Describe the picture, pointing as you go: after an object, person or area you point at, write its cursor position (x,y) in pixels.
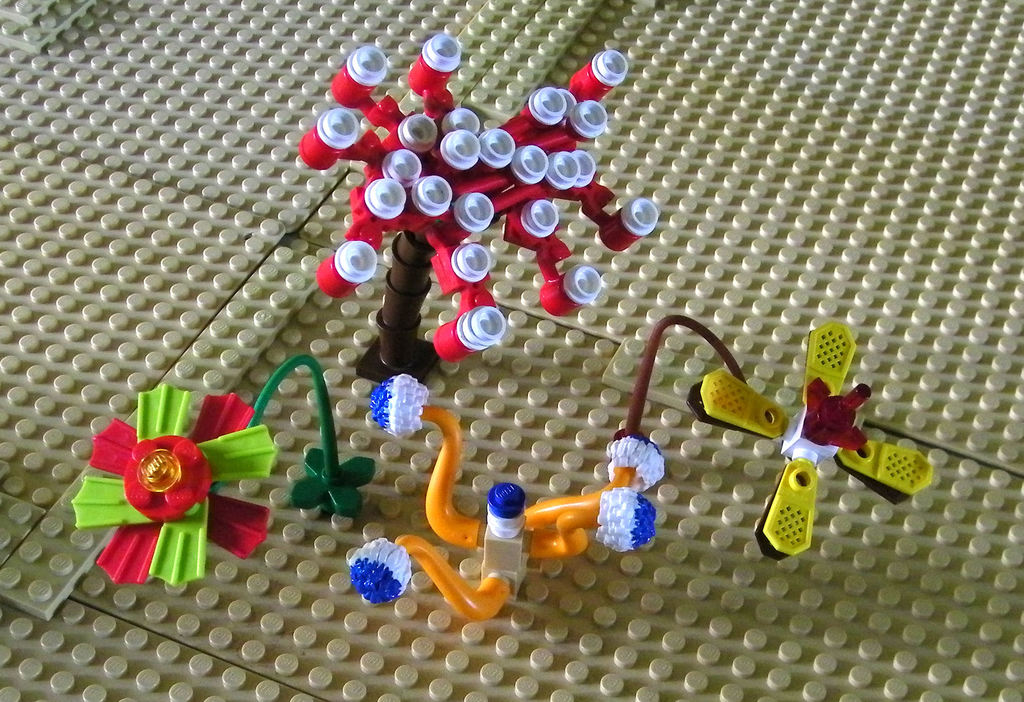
Here we can see Lego toys (475,161) which are like tree (430,190), flower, fan (728,400) and some other shape (370,557).
